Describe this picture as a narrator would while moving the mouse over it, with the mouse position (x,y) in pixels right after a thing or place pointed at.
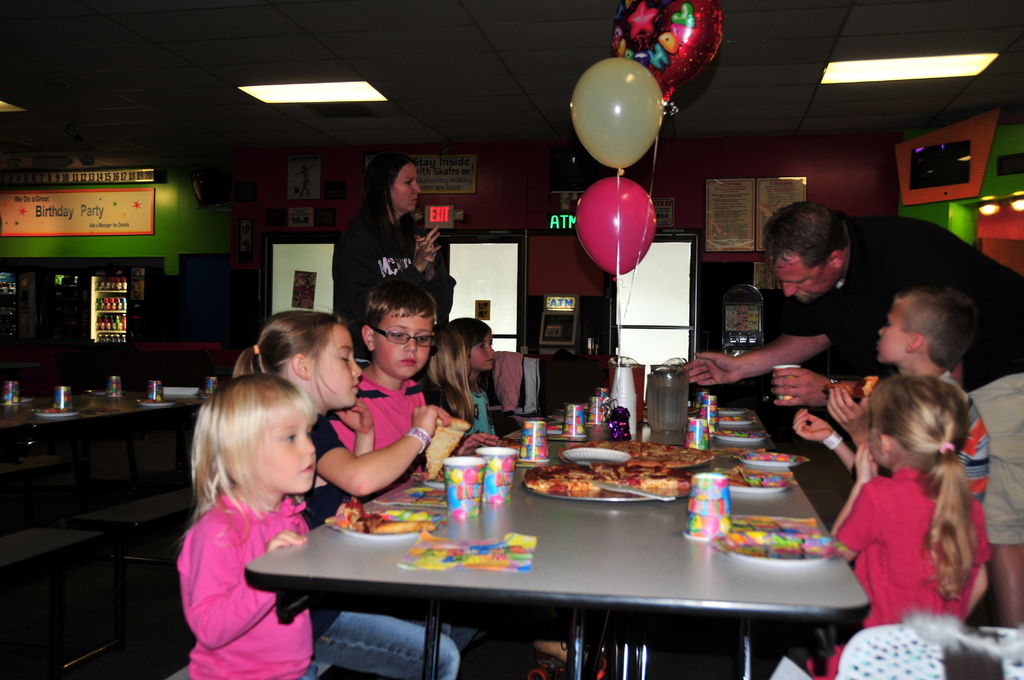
A couple (394,199) are arranging food items (605,476) to children (470,406) at a birthday party.
